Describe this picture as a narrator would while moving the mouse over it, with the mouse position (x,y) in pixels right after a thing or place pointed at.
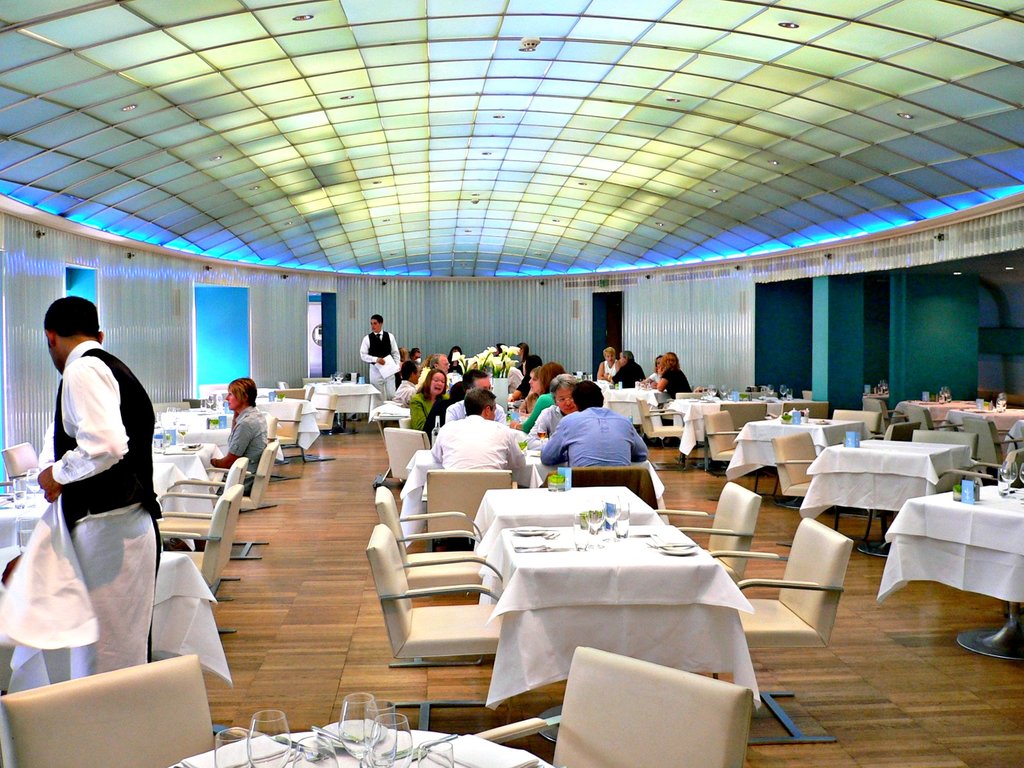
In this picture we can see a group of people (485,459) some are sitting and some are standing and in front of them on table (553,521) we can see plates (663,550), glasses (621,510), spoons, cloth (941,529) and in background (529,337) we can see wall (424,291), door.
